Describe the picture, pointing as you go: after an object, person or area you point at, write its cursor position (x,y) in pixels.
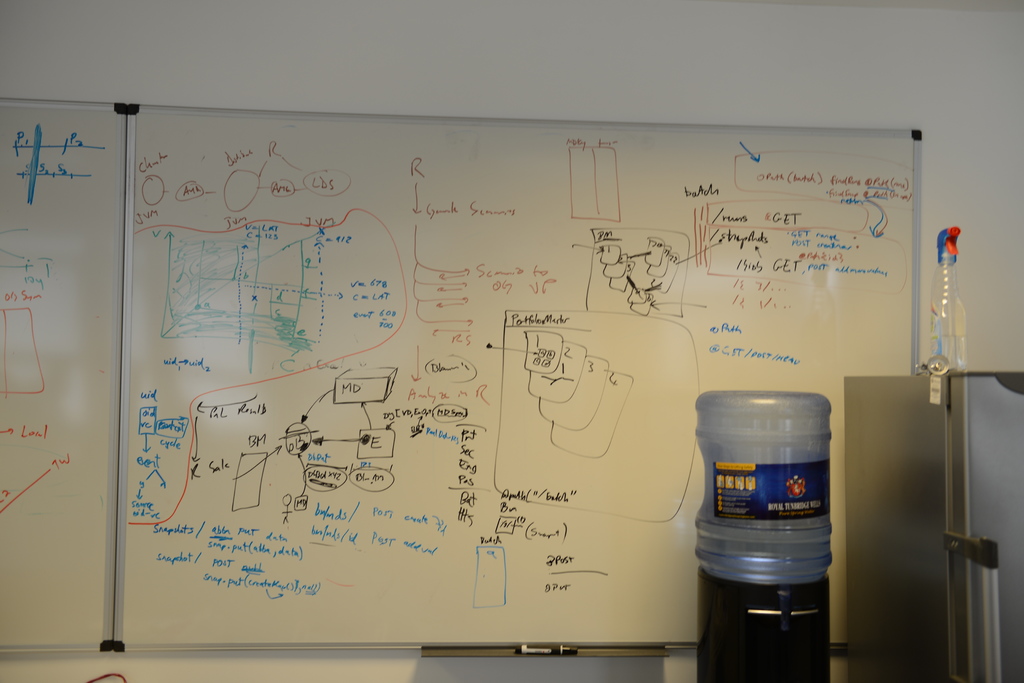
In this image there is a board (218,473) on the wall (996,362) with some note (463,447), in front of that there is a fridge (954,378) with bottle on it and beside that there is a water tank (814,679).
